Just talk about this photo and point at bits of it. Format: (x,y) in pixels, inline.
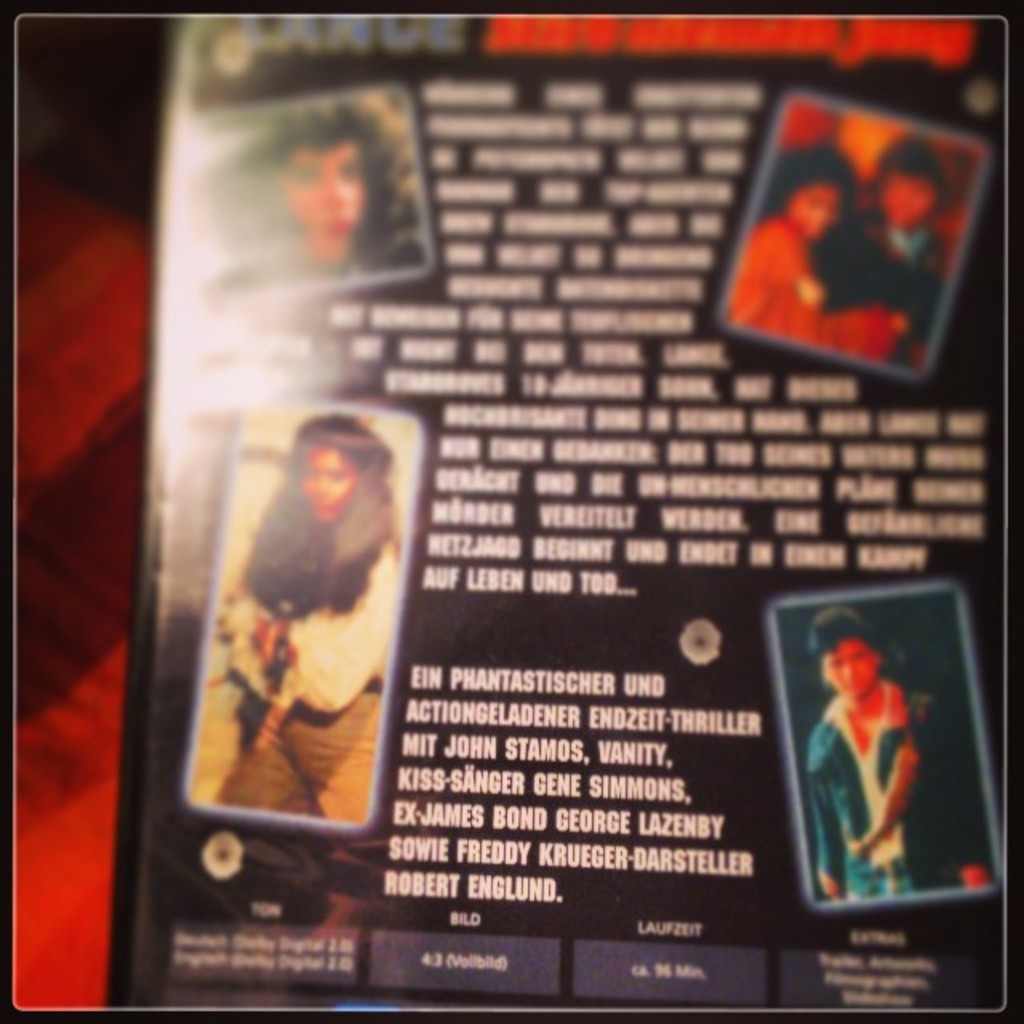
This image consists of CD case (525,579). It is in black color. On which there are pictures (829,735) and text (554,792).
